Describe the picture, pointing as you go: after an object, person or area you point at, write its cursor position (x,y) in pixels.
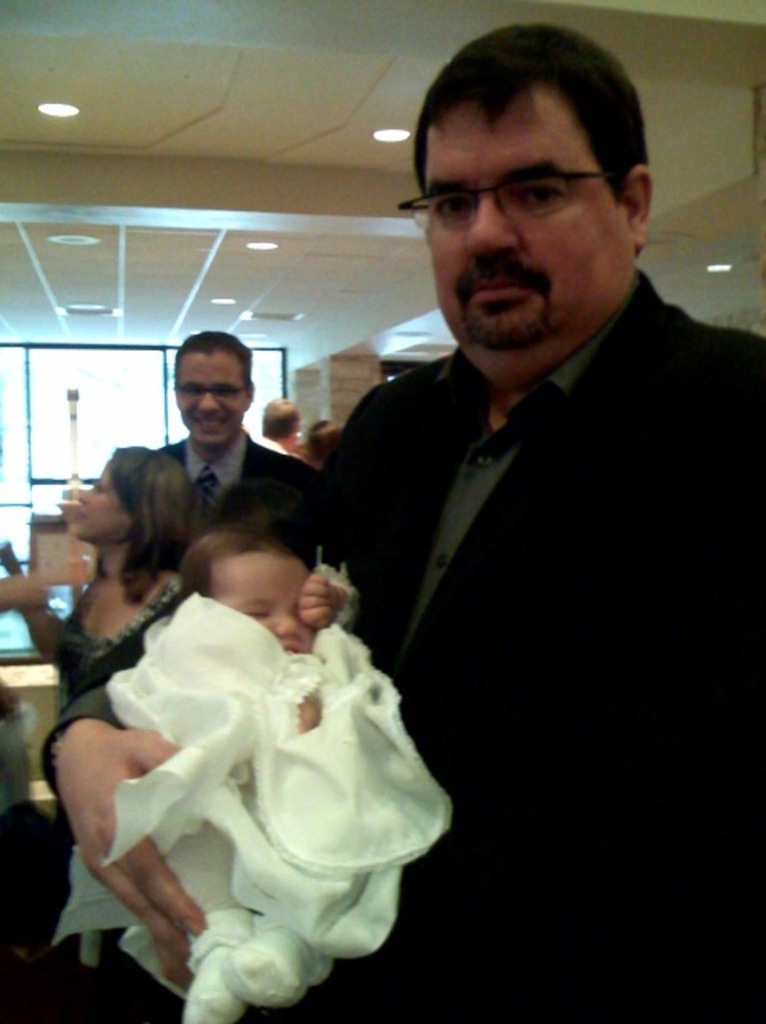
In the image we can see a man (464,631) standing, wearing clothes (672,719), spectacles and the man (514,743) is holding a baby (327,756). Behind him there are many other people (175,487) wearing clothes (199,472). Here we can see glass windows (85,392) and the lights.
